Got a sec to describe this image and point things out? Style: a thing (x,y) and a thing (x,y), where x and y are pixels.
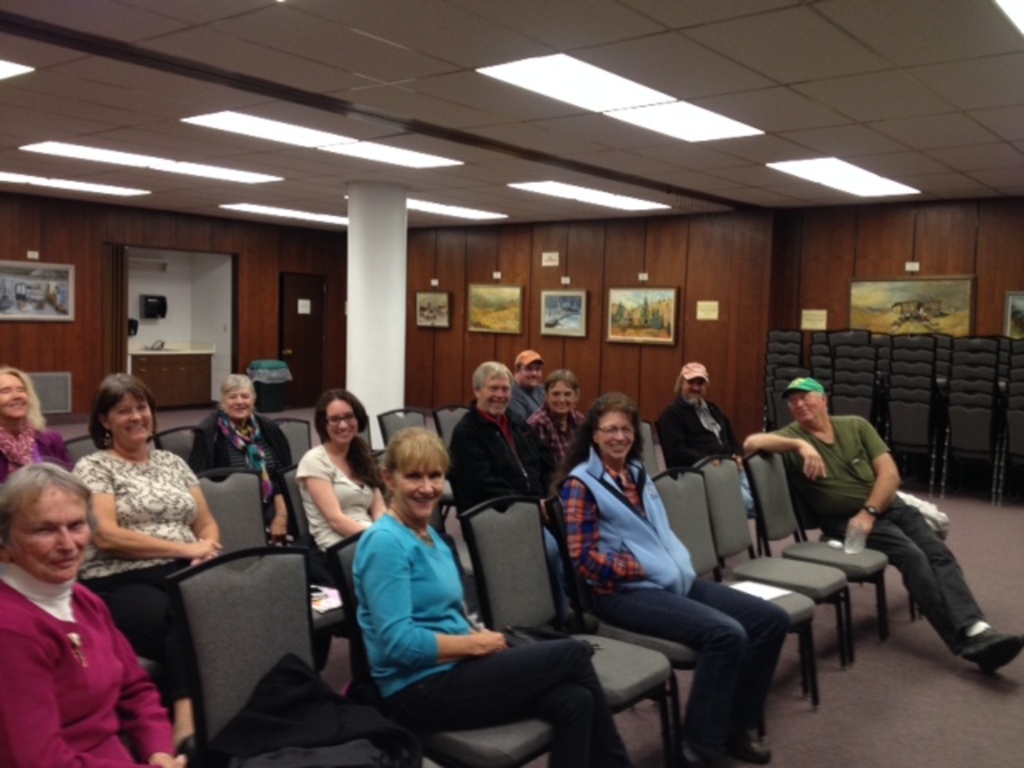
This picture shows a group of people (484,718) seated on the chairs (506,551) with a smile on their faces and we see few photo frames (550,294) on the wall (832,316) and few lights (107,160) on the roof (614,157).
